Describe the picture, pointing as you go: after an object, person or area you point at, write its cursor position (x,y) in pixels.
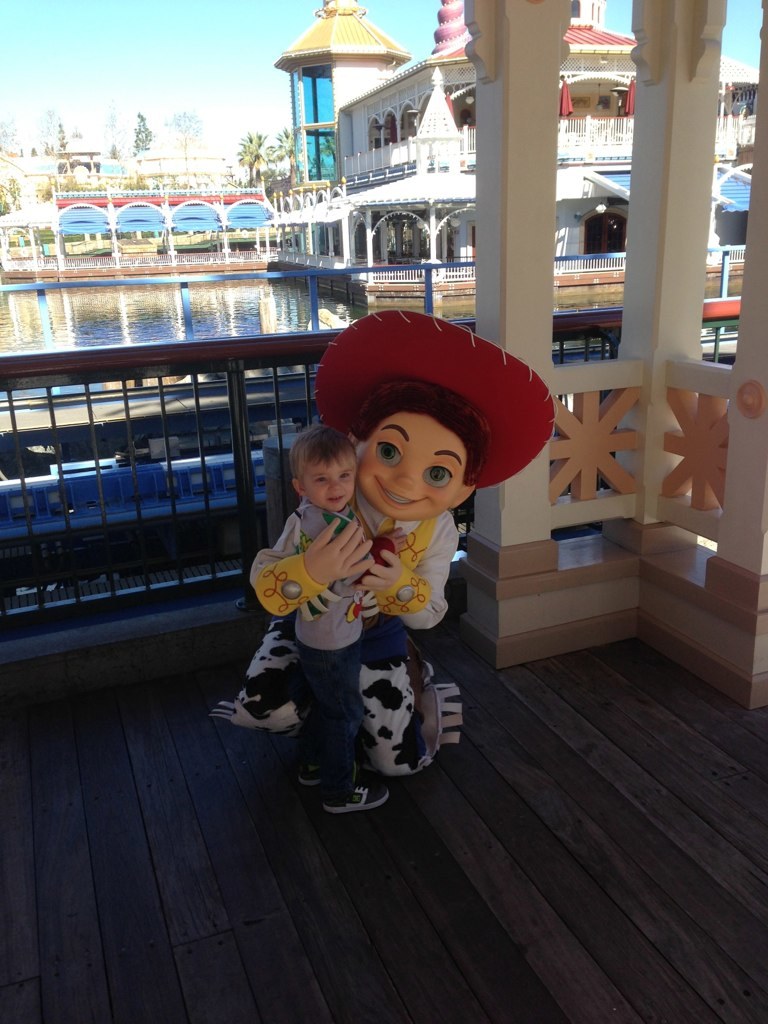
In this picture we can see a person (378,614) in the fancy dress (387,632) holding a boy (288,552). Behind the people (329,603) there is a fence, water (148,299), trees (258,173), buildings (395,129), sky (272,167) and other things (131,517).
